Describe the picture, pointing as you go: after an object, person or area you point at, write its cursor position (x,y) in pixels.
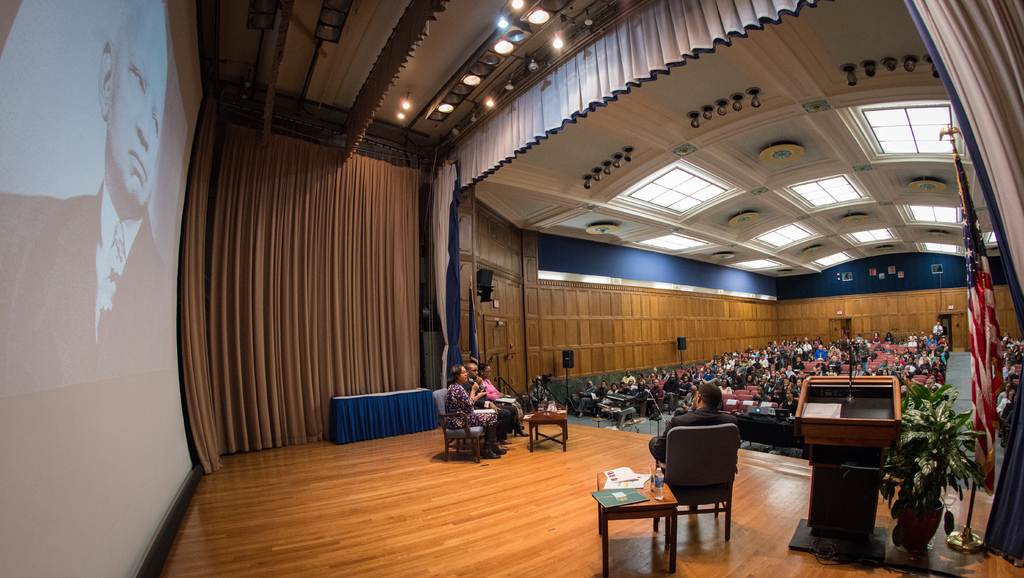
In the image we can see there is a stage (516,497) on which people (462,406) are sitting in chairs (476,441) and in front of them there is a gathering of people (798,390) who are sitting on the chairs (877,363) and there is a big auditorium (719,369).
